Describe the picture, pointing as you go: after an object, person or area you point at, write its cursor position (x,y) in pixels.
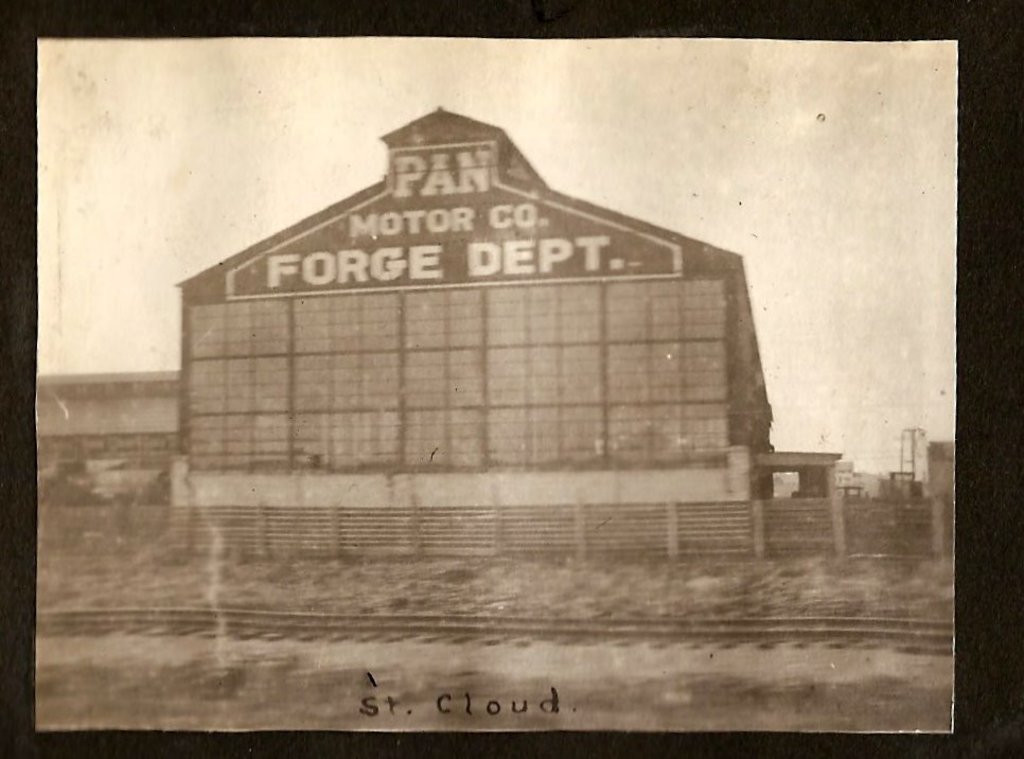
In this image we can see photo of a building (523,325) with name (429,263). Near to the building (543,306) there is railway track (153,620). In the background (648,127) there is sky (178,113).
